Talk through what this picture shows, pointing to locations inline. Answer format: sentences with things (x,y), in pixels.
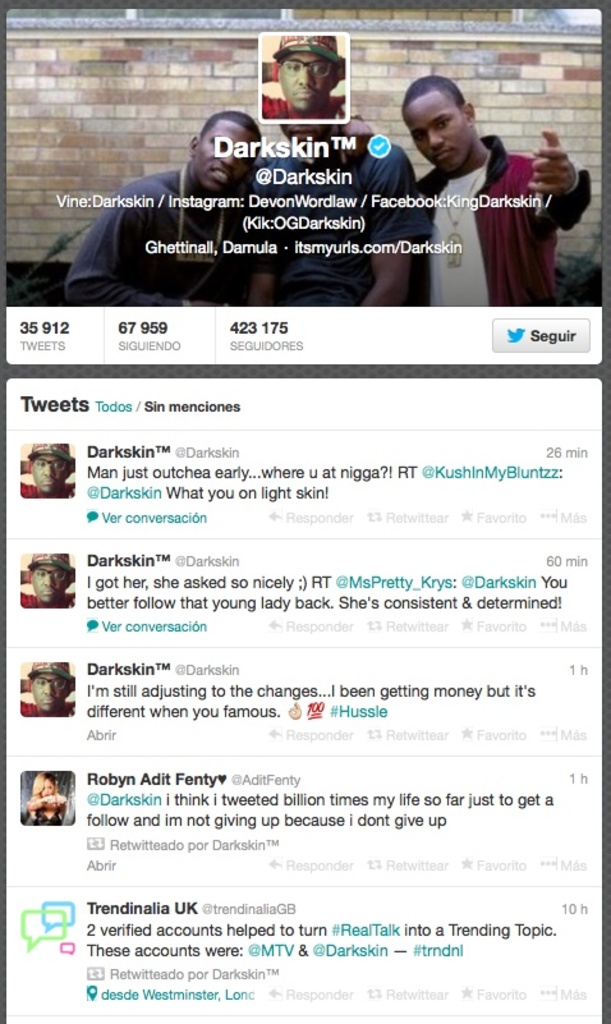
This is the page of a person's twitter account. We can see profile photo (325,53), cover photo (291,250) and tweets (550,711).
